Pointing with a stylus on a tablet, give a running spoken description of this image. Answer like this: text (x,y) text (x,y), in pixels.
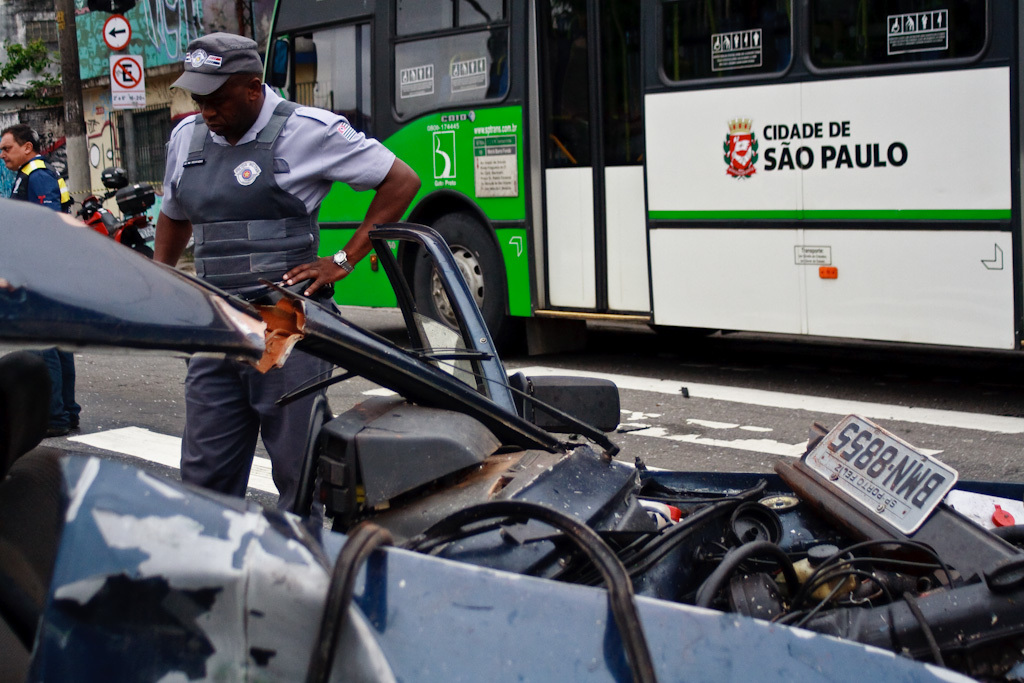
In this image I can see few vehicles (589,116) and I can see two persons (262,194) standing. In front (227,185) the person (309,185) is wearing gray color dress (343,163). In the background (153,14) I can see few sign boards (139,60) attached to the poles (64,65) and I can also see few buildings (98,60).
